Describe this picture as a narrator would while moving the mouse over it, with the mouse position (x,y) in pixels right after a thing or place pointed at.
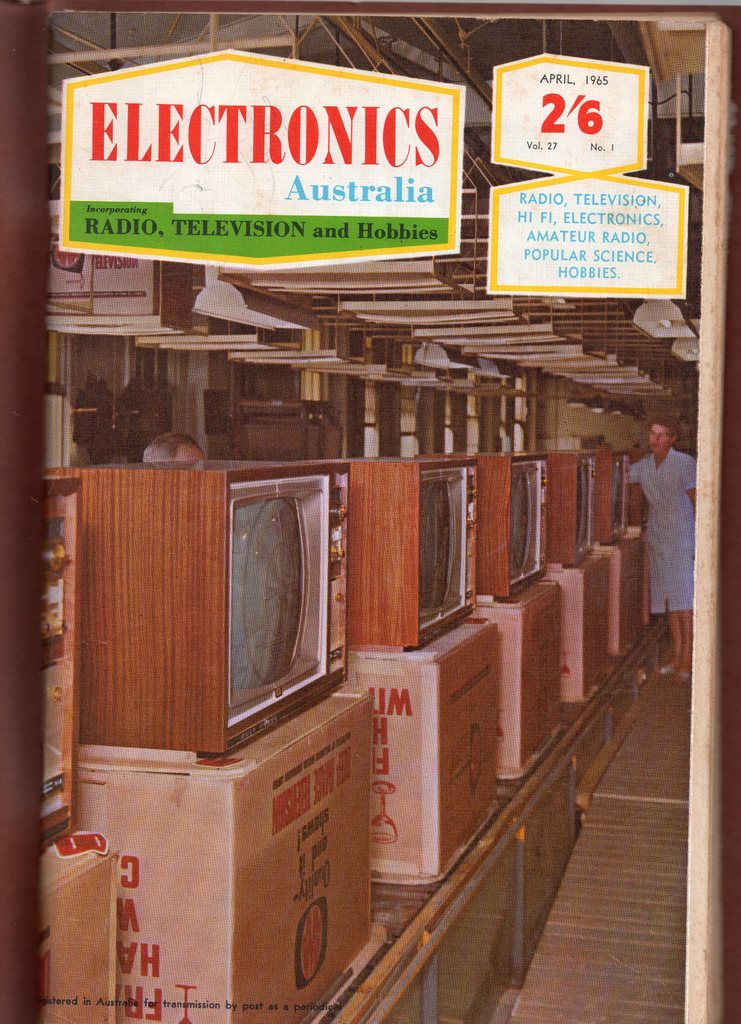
In this image I can see there are few televisions (347,653) placed on the carton boxes (558,607) and there is a person (662,530) standing on the right side (675,559) and there is a person (177,448) at left side (148,448). There are a few boards (148,187) attached to the ceiling (624,310).
